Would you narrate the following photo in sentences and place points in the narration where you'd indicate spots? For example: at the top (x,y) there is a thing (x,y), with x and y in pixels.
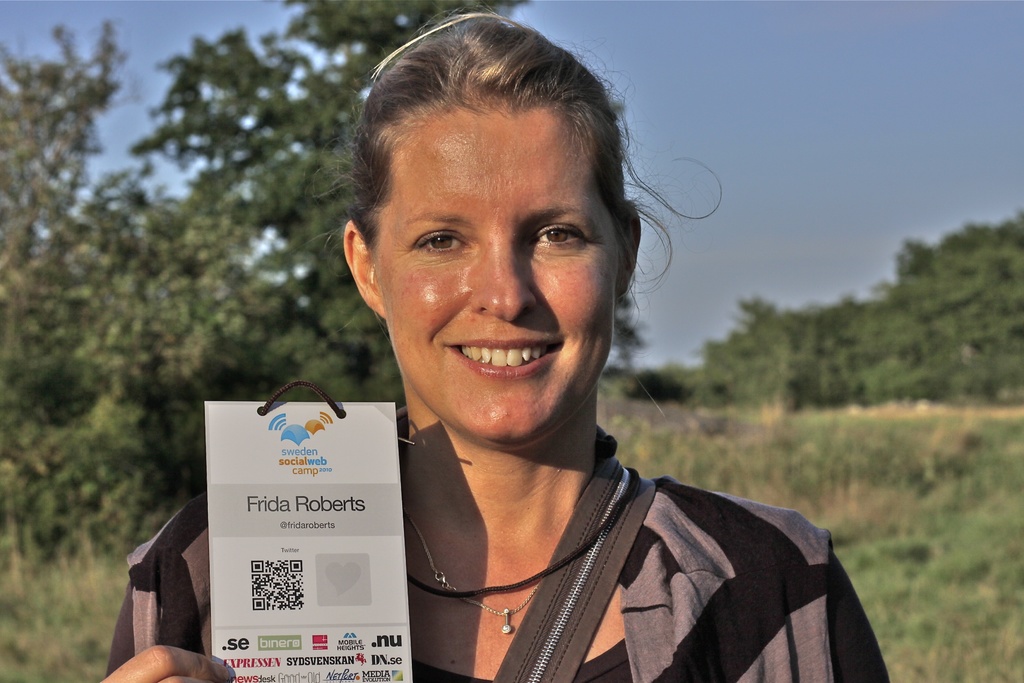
In this image we can see a woman (519,338) smiling and holding a text card (305,541). In the background (151,308) we can see the trees (1017,305), grass (970,580) and also the sky (795,90).
